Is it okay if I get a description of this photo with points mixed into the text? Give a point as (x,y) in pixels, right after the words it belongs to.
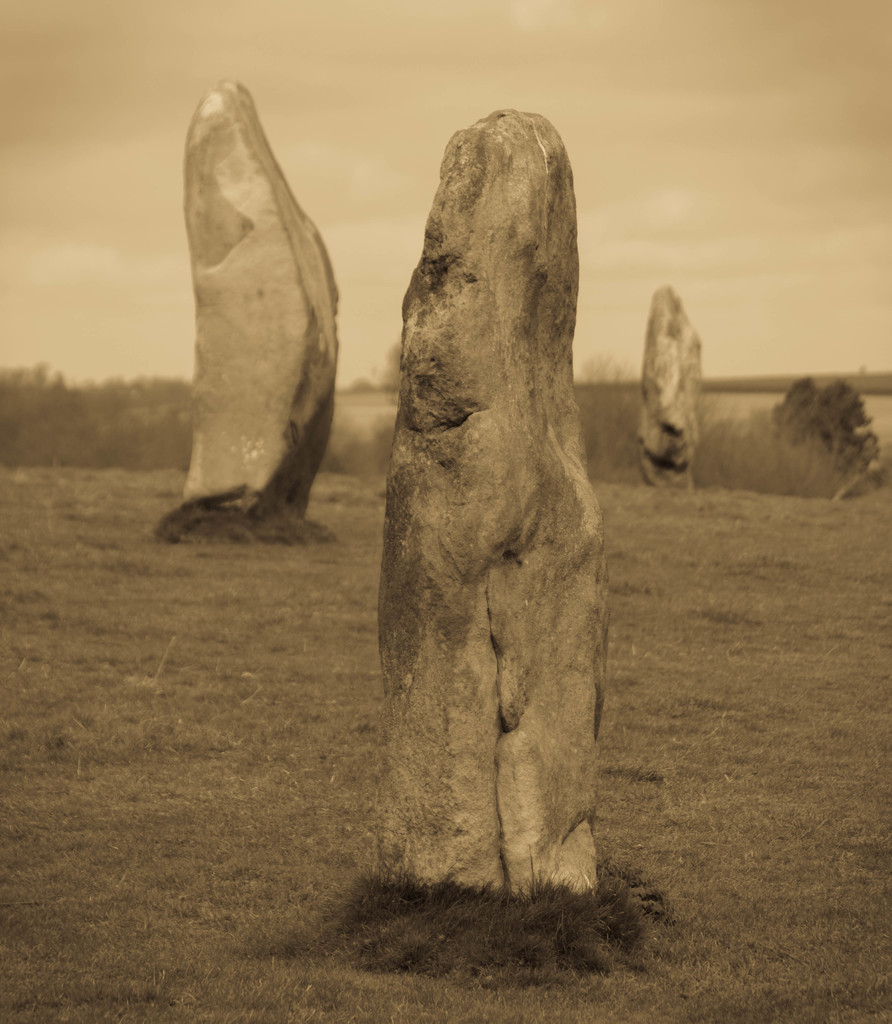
In the center of the image (446,351) we can see the sky (276,29), clouds (408,173), plants (615,438), grass (707,906) and rocks (672,426).
